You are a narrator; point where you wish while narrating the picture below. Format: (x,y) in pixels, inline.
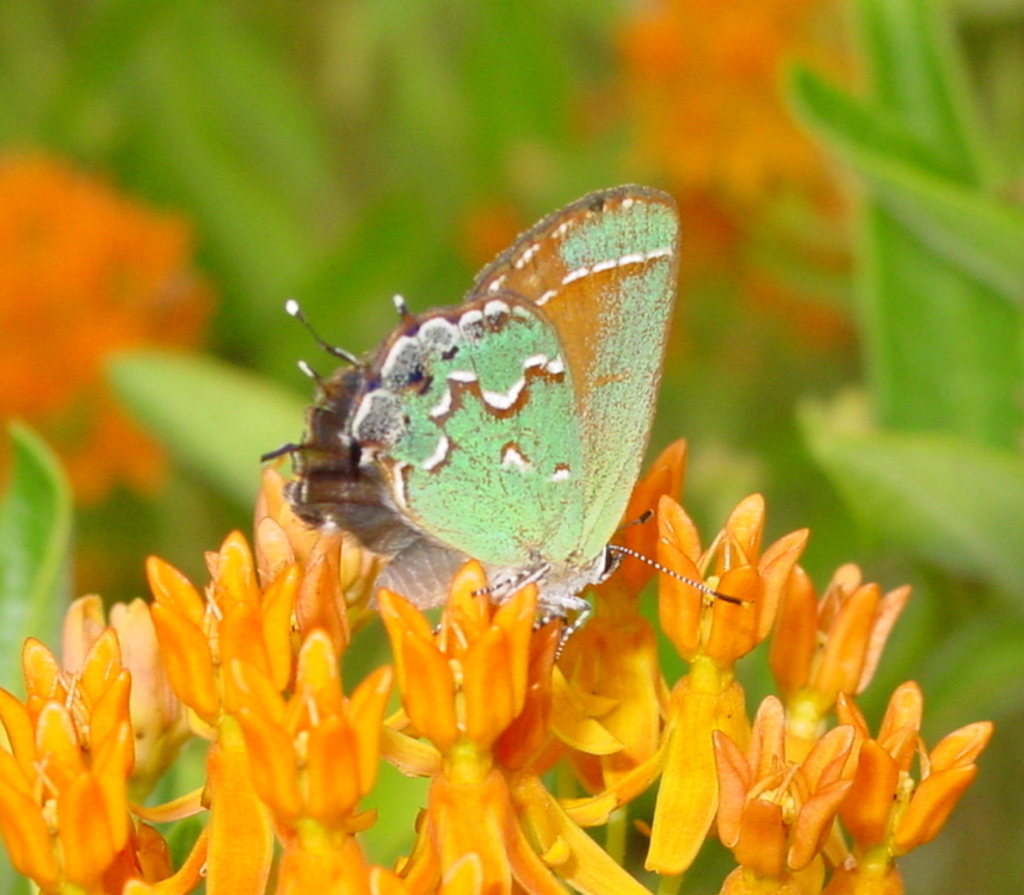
In this picture we can see a butterfly (493,375) on the flowers (451,695) and we can see blurry background (265,209).
